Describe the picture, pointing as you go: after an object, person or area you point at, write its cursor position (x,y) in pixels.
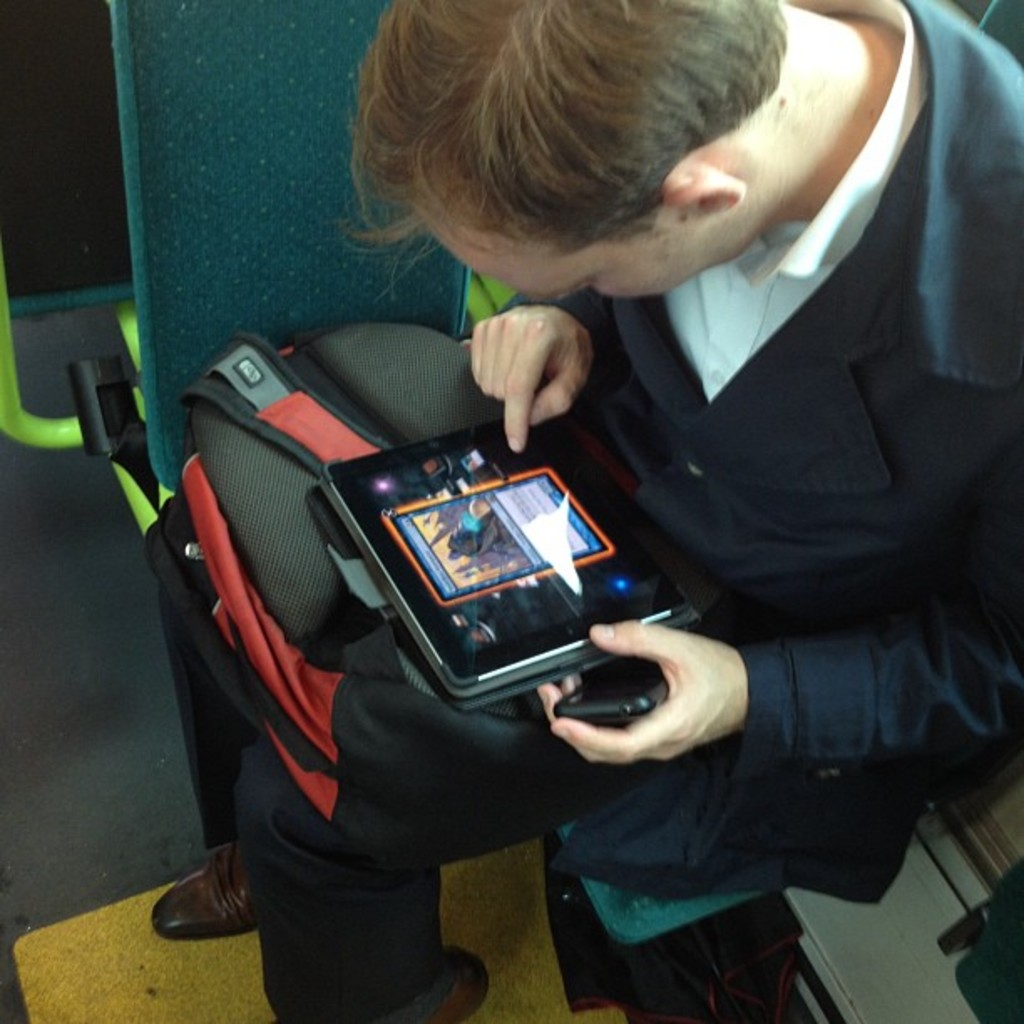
In the foreground of this image (760,436), there is a man (823,487) wearing coat (844,693) is sitting on the seat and on his thighs (307,803) there is a bag (410,732) and he is also holding a mobile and a tab (430,559). It seems like seats (202,160) on the top (159,82) and yellow mat (174,971) on the bottom (226,980).
